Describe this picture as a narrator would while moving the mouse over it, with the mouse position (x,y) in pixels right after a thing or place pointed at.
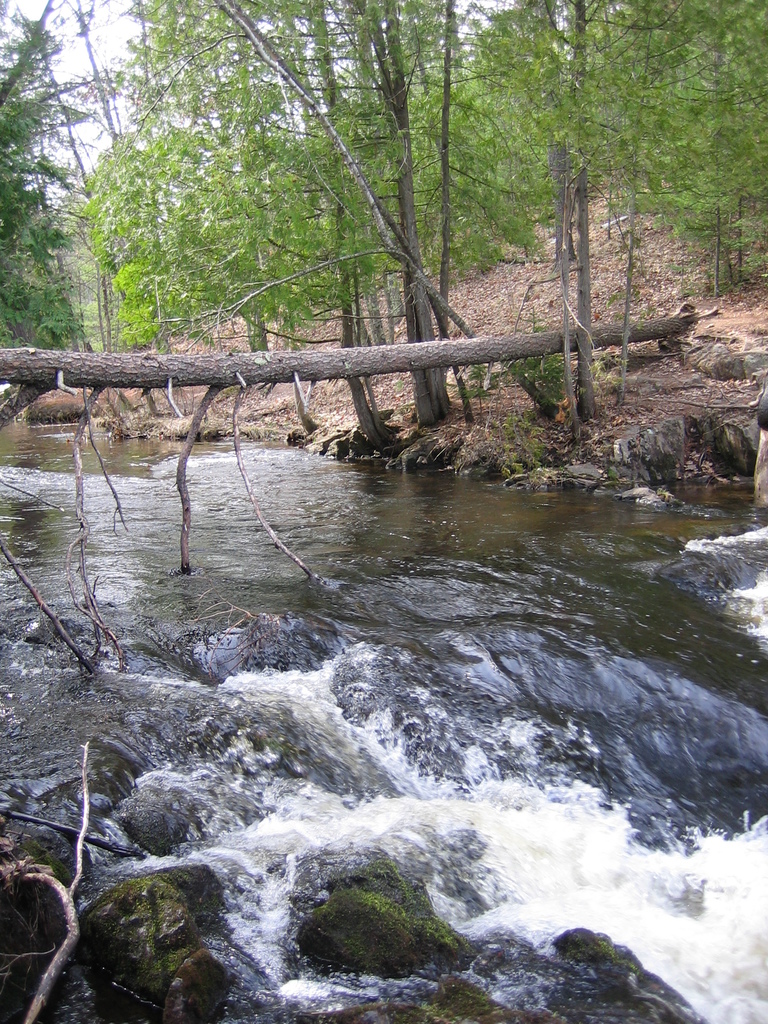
In this picture I can see the water (429,739) in front and I can see number of trees (192,112) in the background (427,173) and in the middle of this picture (415,354) I can see a tree trunk (48,354) over the water (97,463) and I can see the sky (54,20).
